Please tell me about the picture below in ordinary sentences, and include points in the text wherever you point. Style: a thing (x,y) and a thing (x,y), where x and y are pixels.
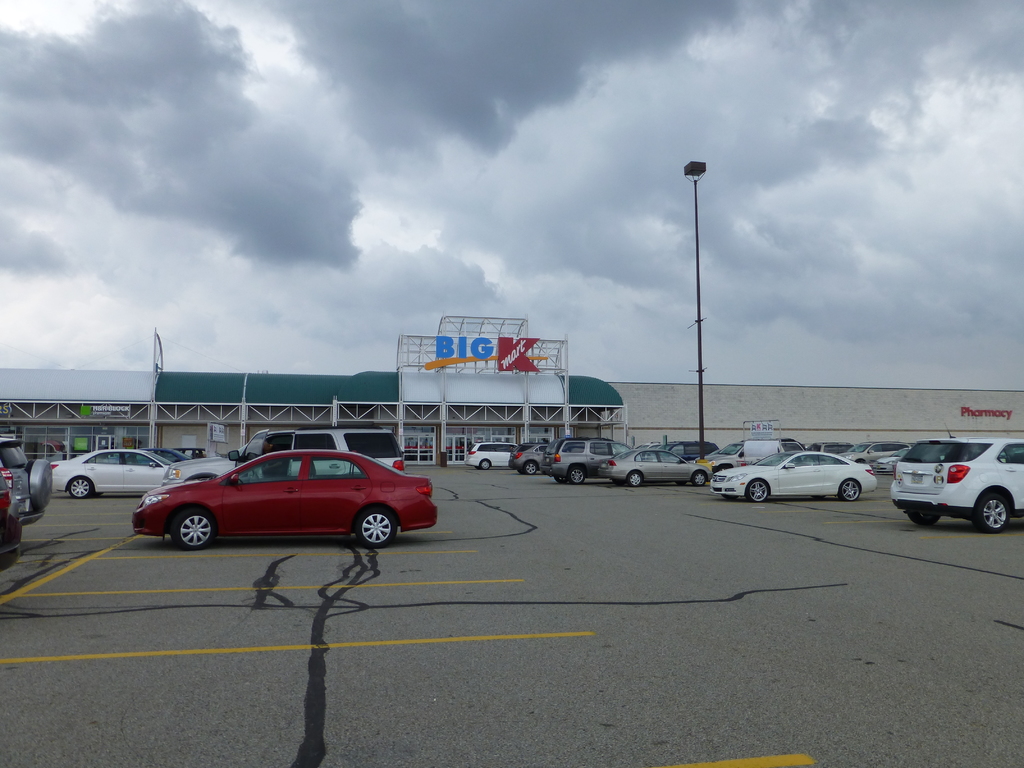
In this image I can see the ground (567,648), few vehicles (914,485) which are white, black, red and grey in color on the ground (621,488), a building (393,398) which is white and green in color, a black colored poles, a board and the sky (463,158) in the background (463,158).
